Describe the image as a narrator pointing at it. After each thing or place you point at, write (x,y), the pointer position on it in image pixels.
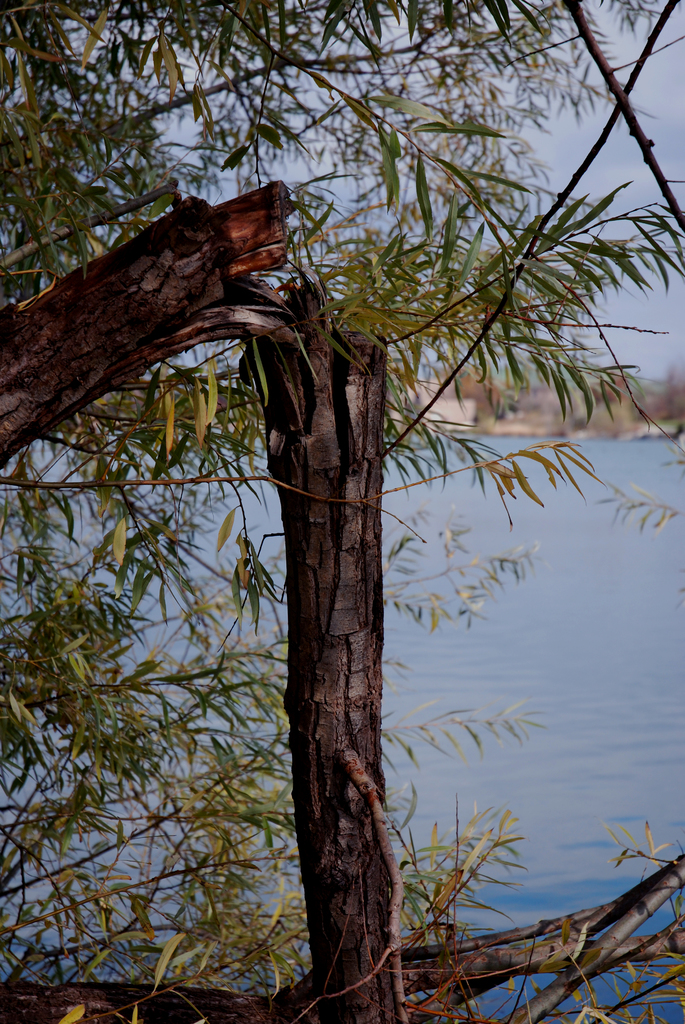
In this image in the foreground (315,636) there is one tree (379,854), and in the background (523,538) there is a sea (456,561) and some houses (441,417).
